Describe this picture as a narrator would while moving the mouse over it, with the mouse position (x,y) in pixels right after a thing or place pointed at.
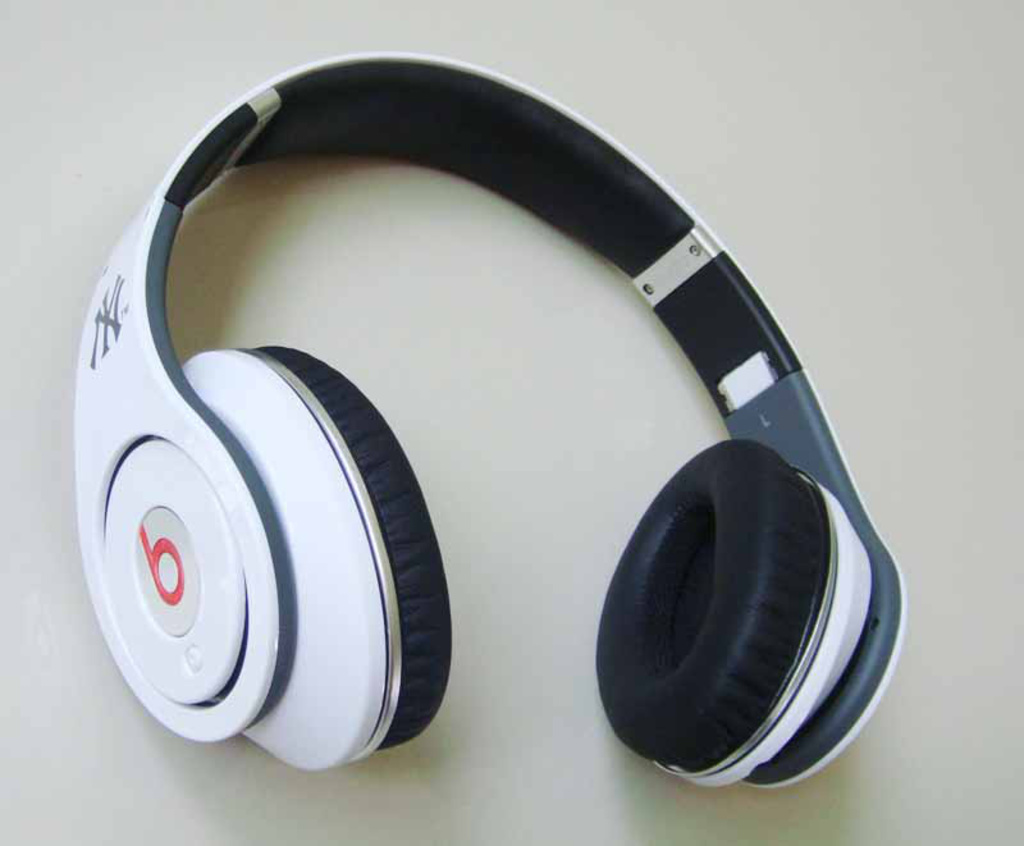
In image we can see a black and white colored headset (344,462) on the surface (522,505), there is a letter B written on it.
